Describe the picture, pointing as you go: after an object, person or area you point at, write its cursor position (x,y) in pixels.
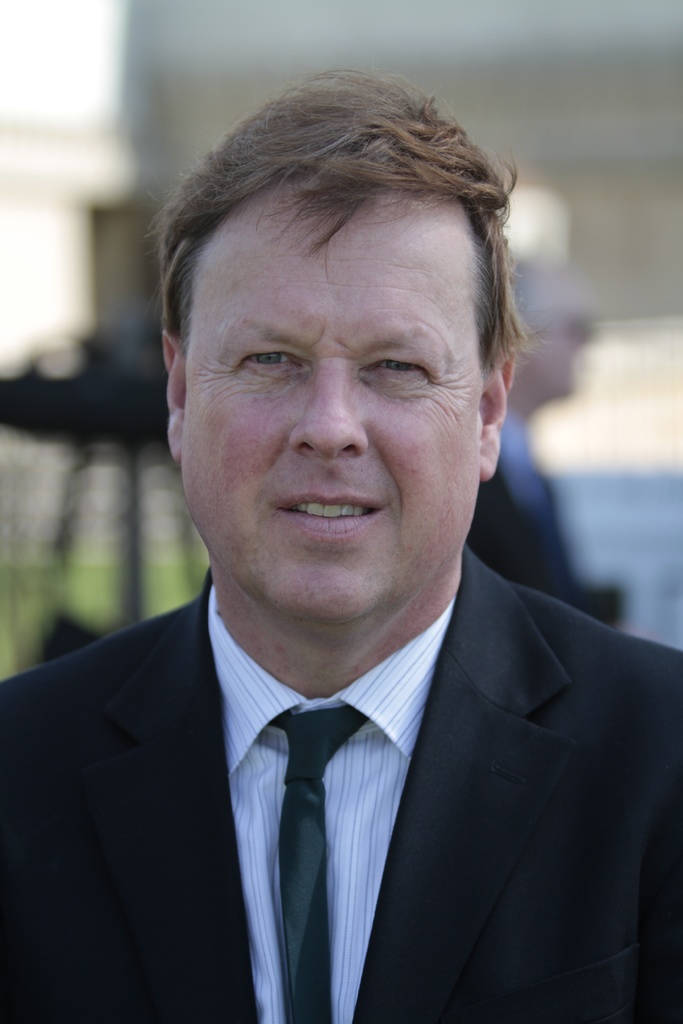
In this image I can see a person (273,812) wearing black blazer (413,794), white shirt (346,771) and dark green color tie (318,753). Background (551,553) I can see the other person (488,517) and the wall (177,87) is in white color.
